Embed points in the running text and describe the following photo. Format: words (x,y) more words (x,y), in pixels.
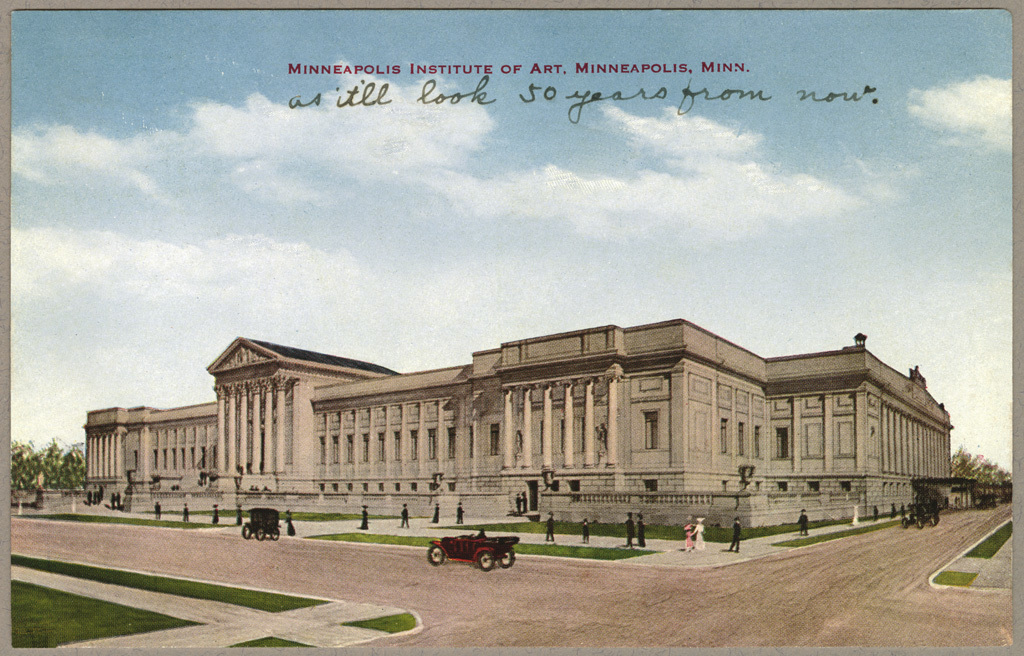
In the center of the image (441,391) we can see a building (461,437), some persons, vehicles (504,539), trees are there. At the bottom of the image (511,597) we can see ground (408,604), grass (65,616) are present. At the top of the image (451,160) we can see some text (488,80) and clouds (235,177) are present in the sky (321,331).
